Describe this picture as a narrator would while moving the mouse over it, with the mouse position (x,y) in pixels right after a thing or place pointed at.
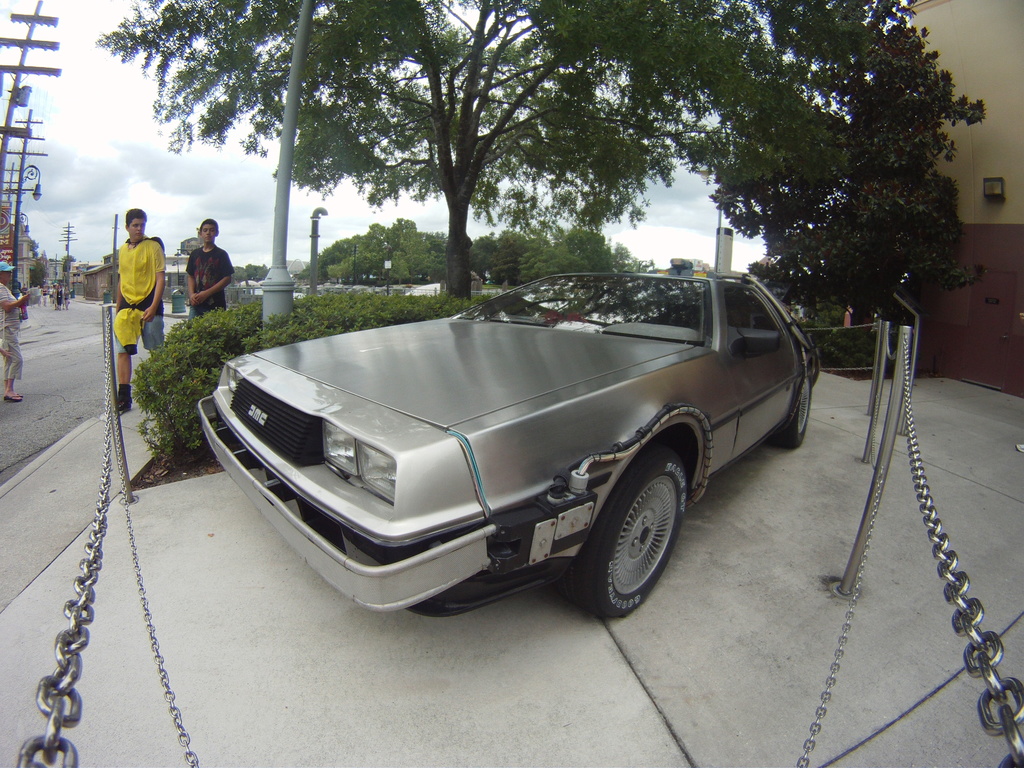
At the center of the image (438,458) there is a car (219,461) surrounded by a chain (44,706) connected to the pole (881,328), behind the car (475,311) there are some trees (400,250) and few people (204,296) are walking on the road (27,446) and there are some utility poles (2,180). On the right side (979,227) there is a building (1003,358). In the background (349,235) there is a sky (222,224).
